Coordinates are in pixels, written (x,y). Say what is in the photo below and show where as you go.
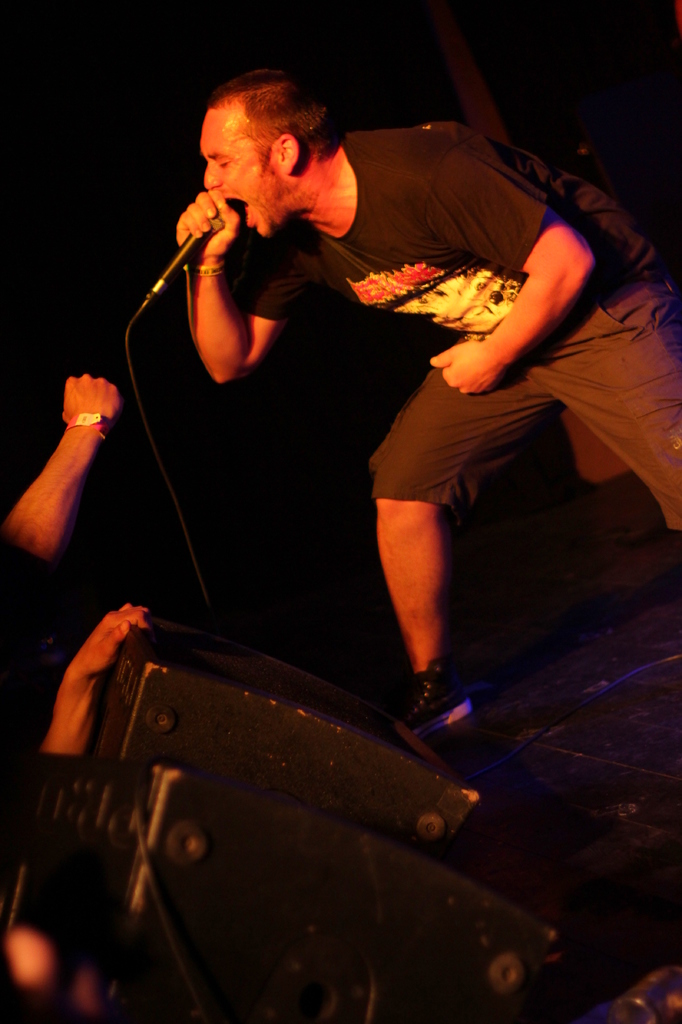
In this picture there is a man (672,495) holding a microphone (177,274) and singing and we can see devices (294,693) and cables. In the background of the image (10,239) it is dark. On the left side of the image (99,666) we can see hands (99,654) of persons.
